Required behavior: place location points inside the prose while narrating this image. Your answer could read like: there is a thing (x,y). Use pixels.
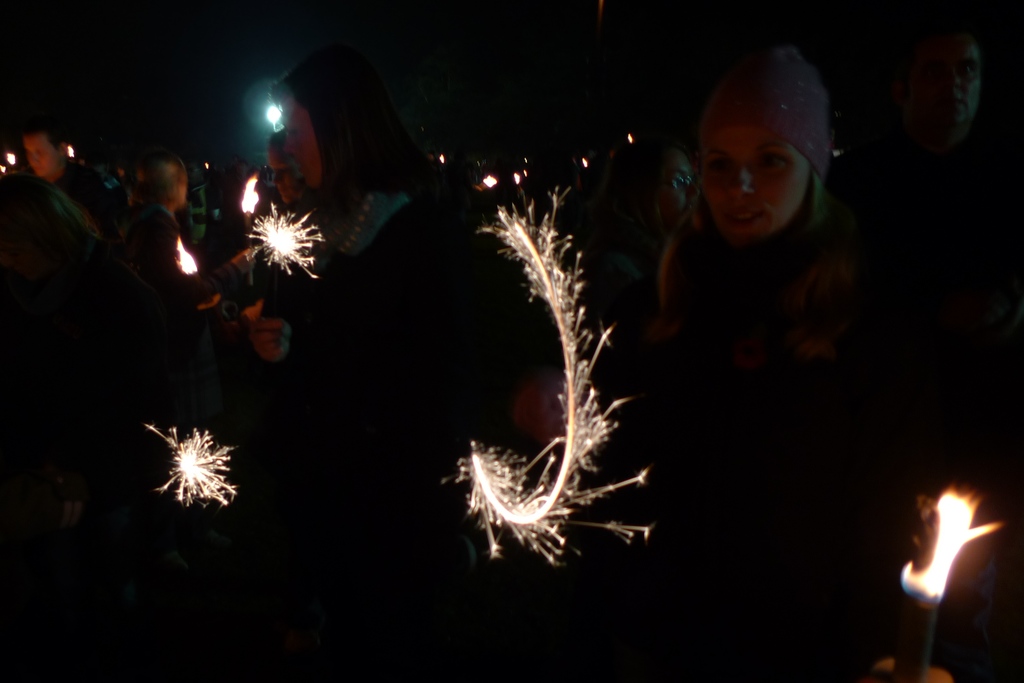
In this picture I can observe some people (377,250). Some of them are holding candles (252,226) and some of them are firing crackers (308,257) in their hands (272,326). The background (185,134) is dark.
